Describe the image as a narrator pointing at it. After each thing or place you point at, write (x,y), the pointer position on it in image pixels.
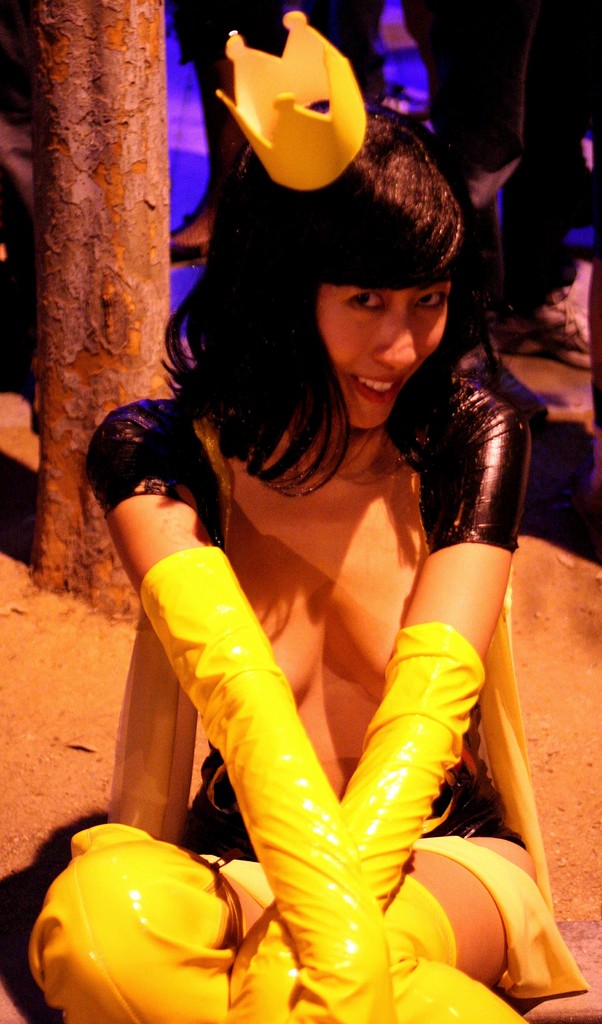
In this image, I can see a woman (423,892) sitting and smiling. She wore a fancy dress (301,1020). This looks like a tree trunk (133,156). In the background (371,15), I can see few people (509,98) standing.
